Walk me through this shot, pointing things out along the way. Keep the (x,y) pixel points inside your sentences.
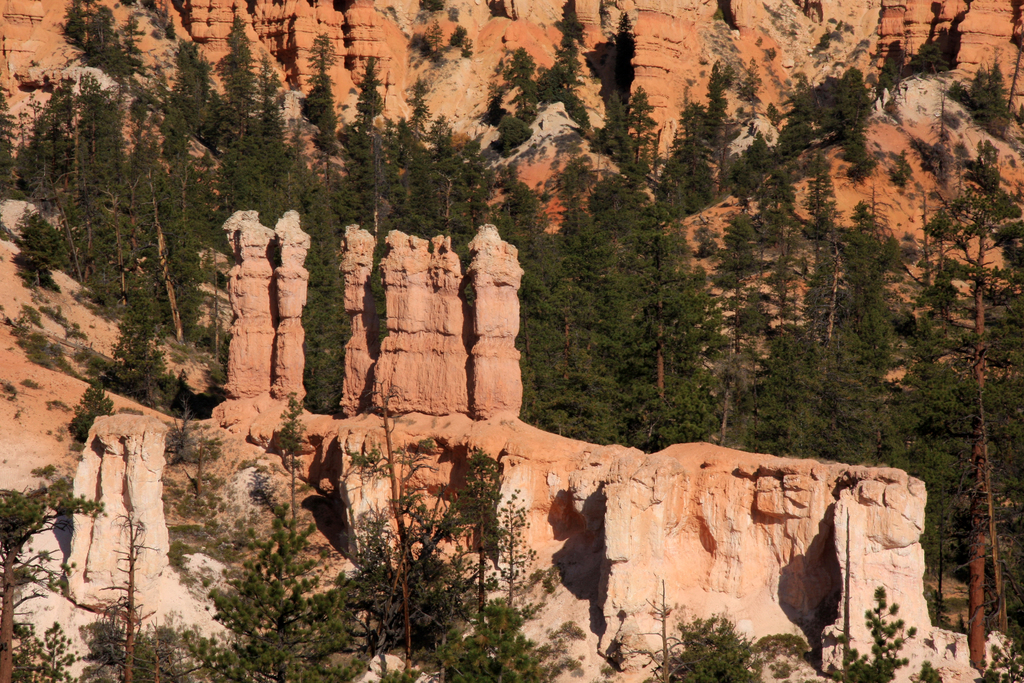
In the image we can see some trees (73,24) on a hill (573,603).
